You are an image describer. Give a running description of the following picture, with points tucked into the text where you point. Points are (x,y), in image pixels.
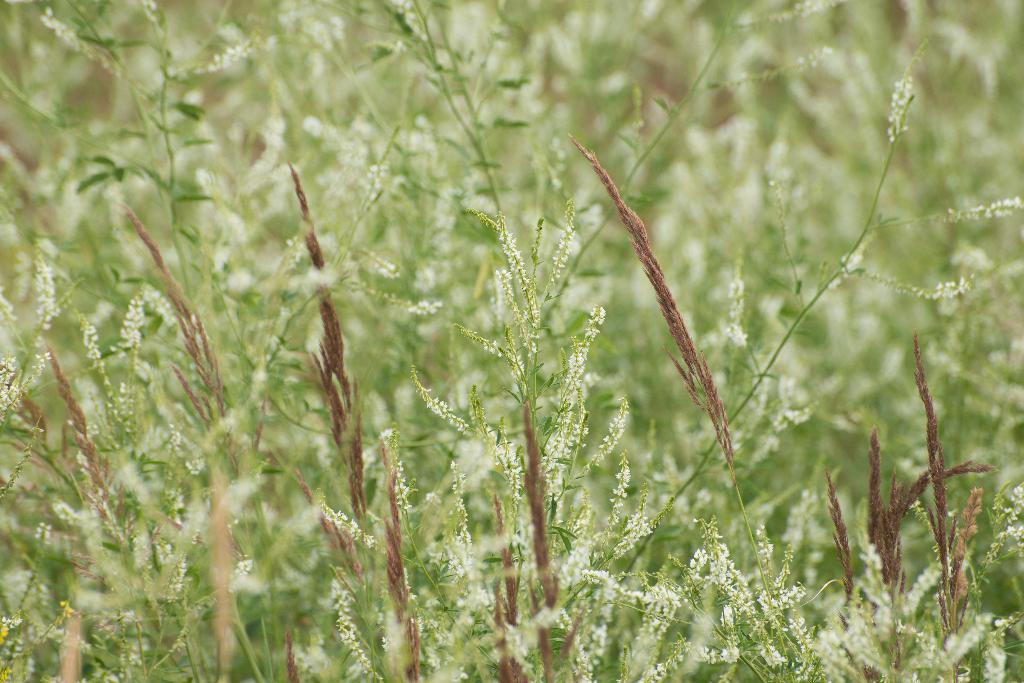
In this image we can see plants (654,274).
